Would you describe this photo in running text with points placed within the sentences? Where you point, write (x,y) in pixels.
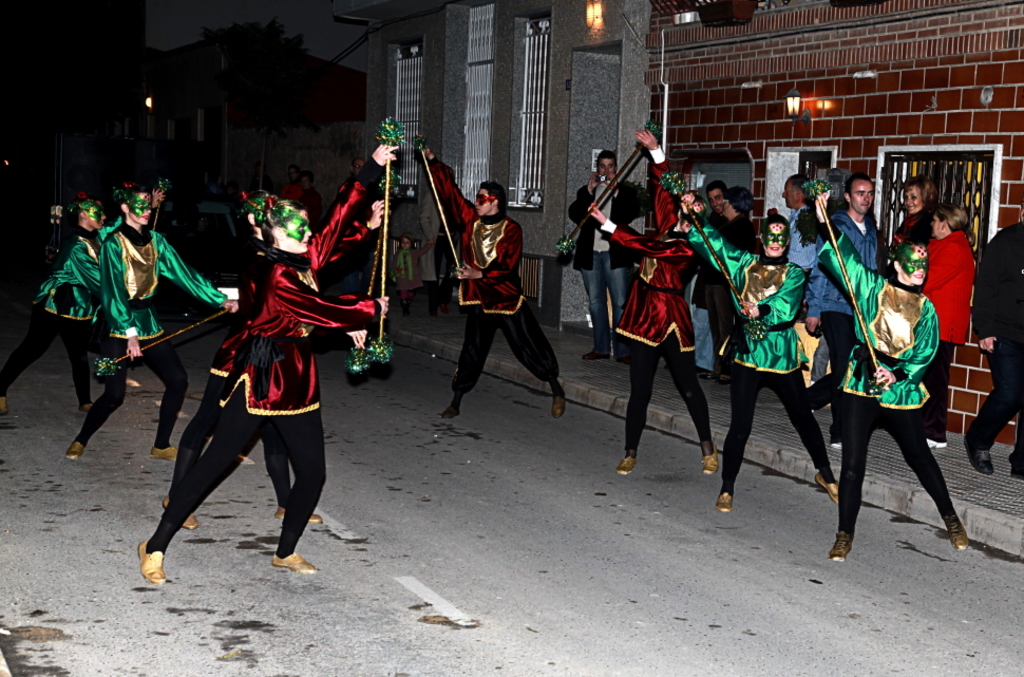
In this picture we can see some people (630,466) are on the road (502,512), holding sticks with their hands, some people (1005,238) are on the footpath (564,343) and in the background (714,94) we can see buildings (560,144), lights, some objects (662,56).
